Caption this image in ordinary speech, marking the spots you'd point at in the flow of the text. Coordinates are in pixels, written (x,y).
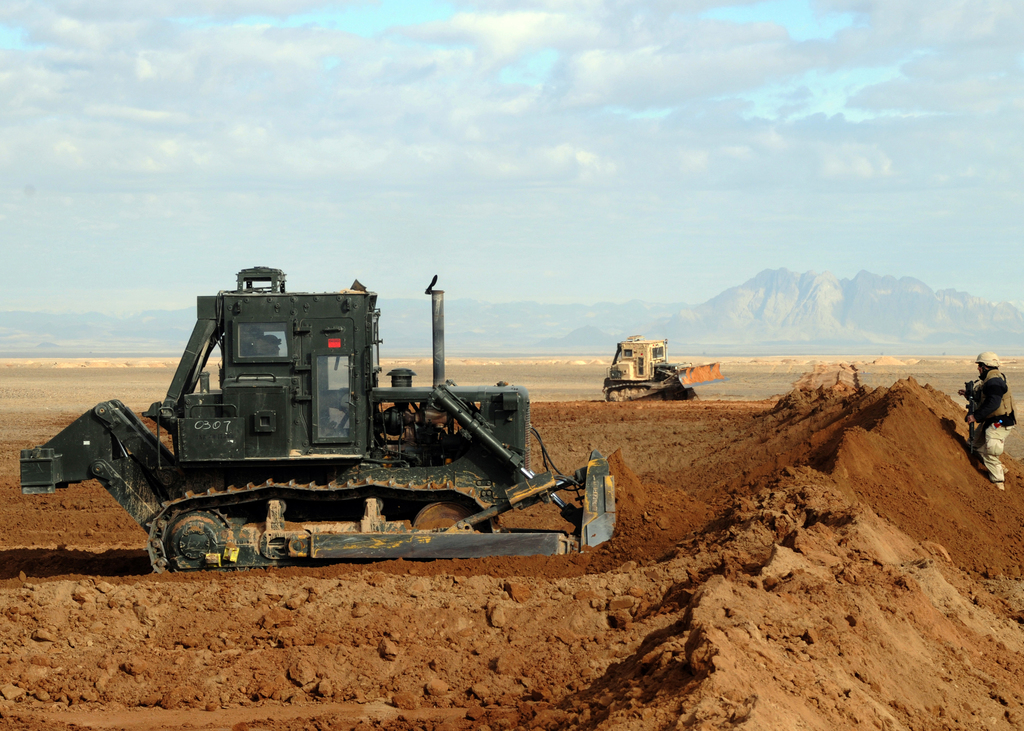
In this picture we can see there are two bulldozers (441,448) and on the right side of the bulldozers (612,384) there is a person (996,377). Behind the bulldozers (645,390) there are hills (747,317) and a cloudy sky (407,126).
